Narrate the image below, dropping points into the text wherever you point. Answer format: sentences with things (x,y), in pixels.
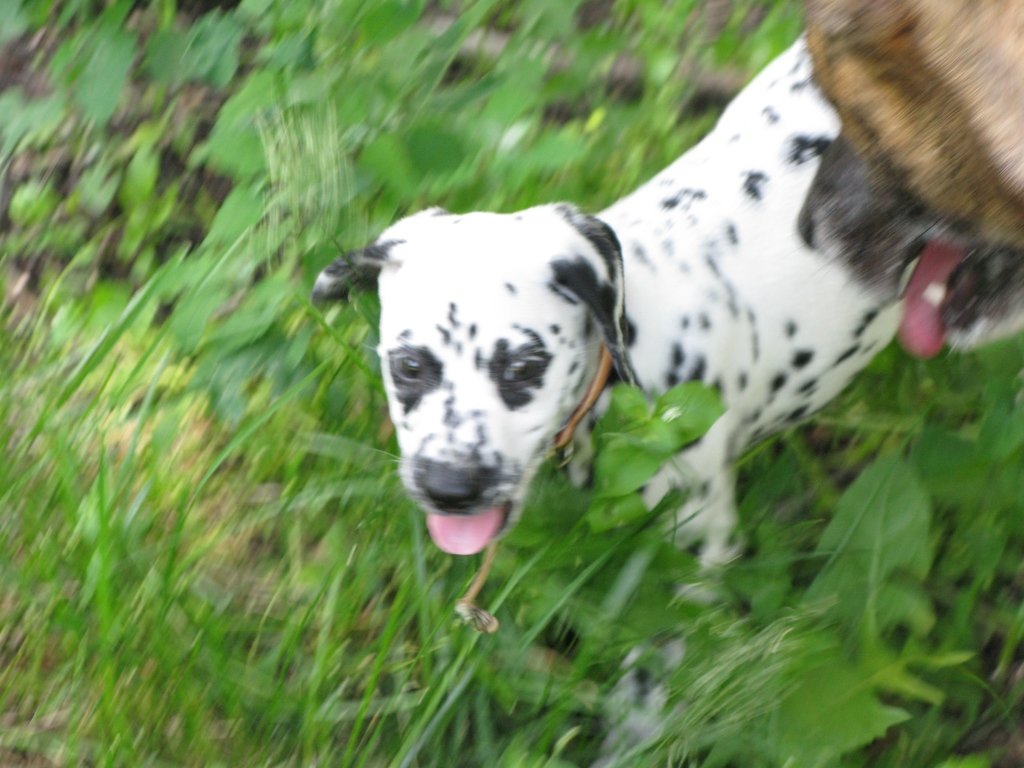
In this image on the right side (809,243), I can see the dogs (699,291). In the background (269,402), I can see the plants (399,601).
